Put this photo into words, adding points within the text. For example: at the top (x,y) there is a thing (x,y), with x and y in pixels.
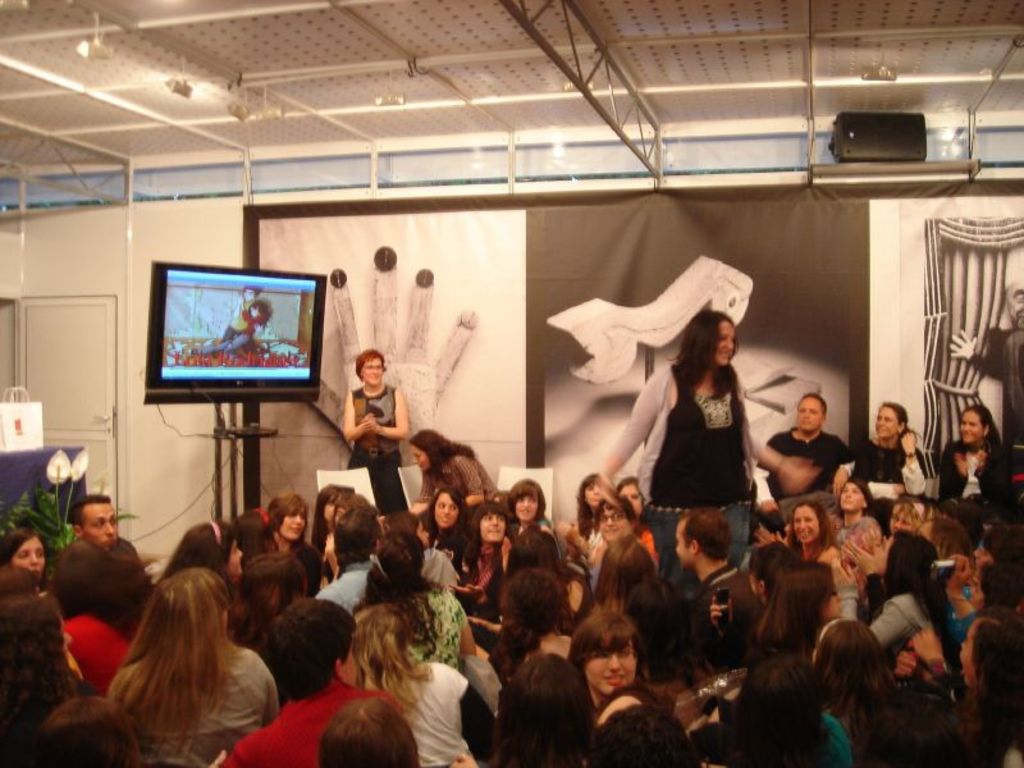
As we can see in the image there is a television (255,376), wall (186,490), door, banner (577,316) and many people (284,527) here and there. On the left side (34,465) there is a table (21,456). On table (39,453) there is a bag (39,426).
